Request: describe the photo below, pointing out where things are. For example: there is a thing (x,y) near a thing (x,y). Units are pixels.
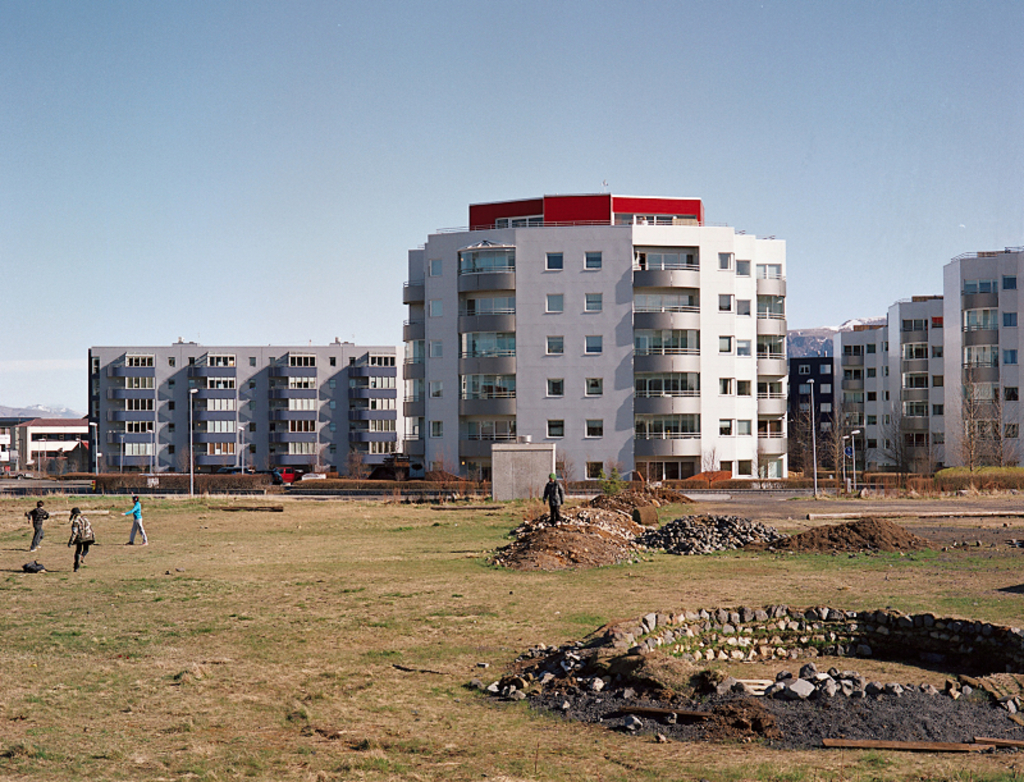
In this image in the center (471,387) there are some buildings (862,393) and poles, and in the foreground (129,537) there are some people (553,495). At the bottom (260,705) there is grass (225,543), and on the right side (850,716) there is sand (895,710) and some rocks (759,648). And in the center (614,478) there is a walkway (1002,501) and some trees (971,439), at the top (343,95) there is sky (413,116).
